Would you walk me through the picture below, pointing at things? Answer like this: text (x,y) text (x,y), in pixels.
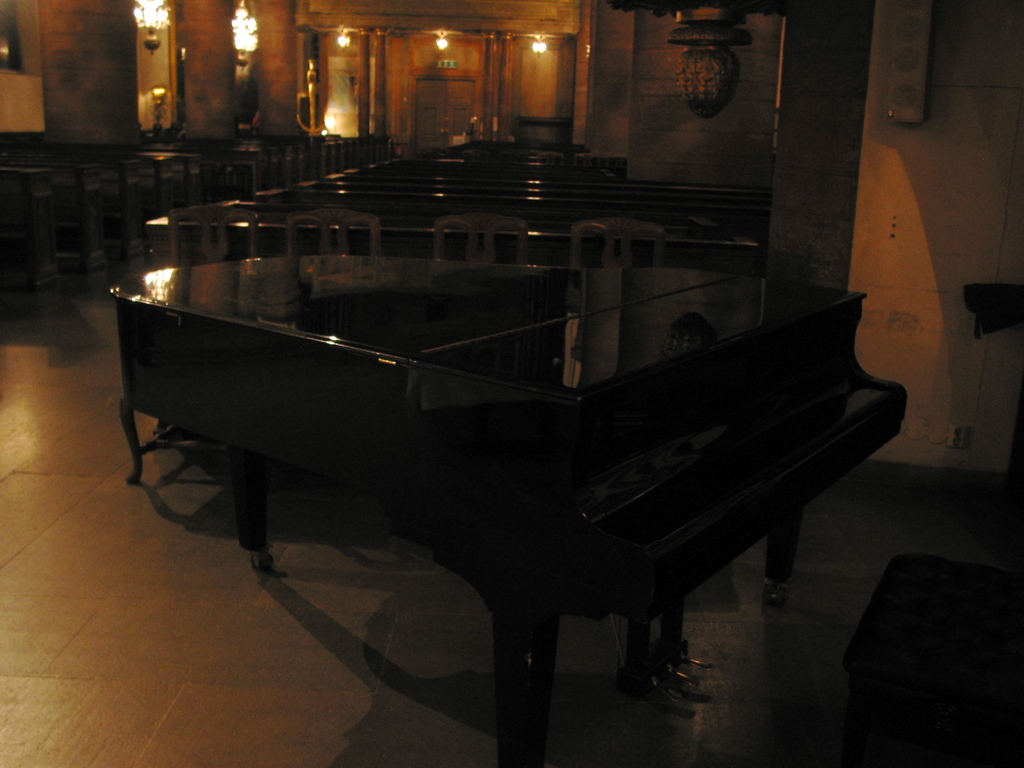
In this picture I can see a piano (492,389) and few chairs (346,214), benches (355,202) and I can see lights (446,44).
